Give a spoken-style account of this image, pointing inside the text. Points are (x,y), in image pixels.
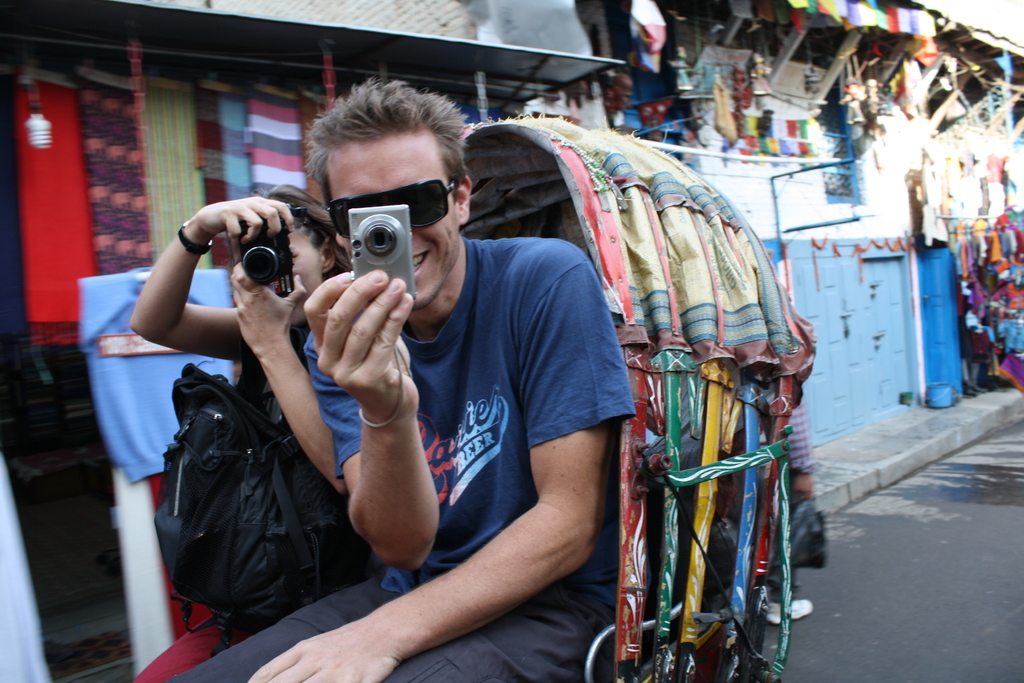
In the picture there two persons (310,385) one woman (310,385) and man (380,363) catching camera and capturing an image they are in a cart (643,570) on the road (962,575) near to the road (938,673) there are some buildings (885,261) on the buildings (865,233) there are some clothes (237,115) there is a light (44,137) near the clothes (56,337) there is a door (845,322) in the building (801,287).
